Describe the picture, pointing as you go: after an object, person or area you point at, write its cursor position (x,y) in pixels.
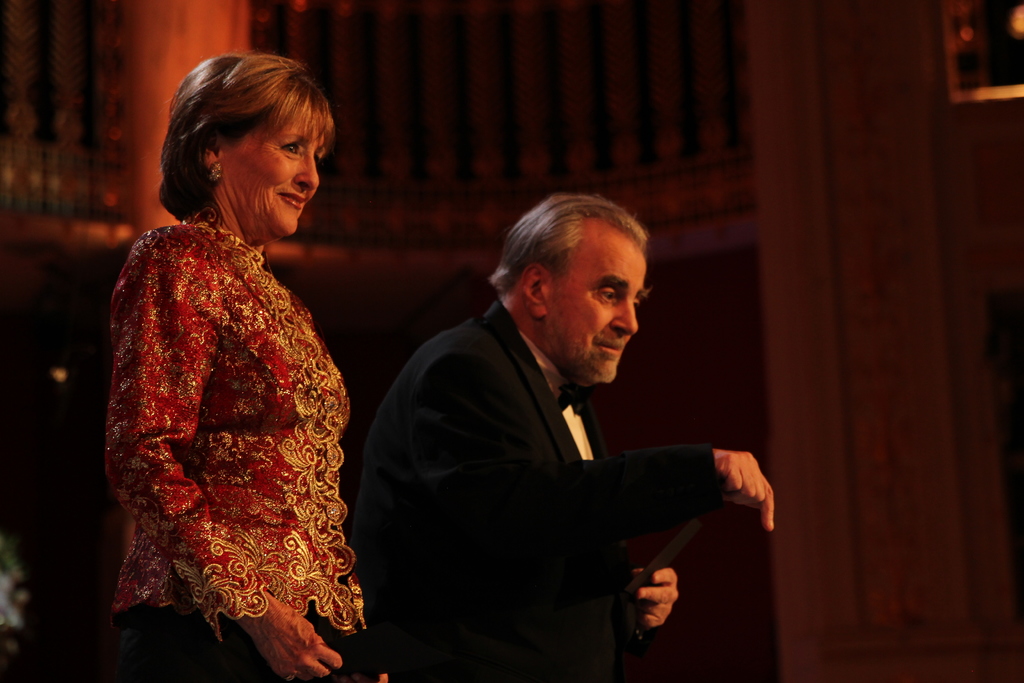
In the picture I can see two persons (555,414). There is a man (569,512) on the right side (754,473) is wearing a suit (485,484) and he is indicating something with his right hand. I can see a woman (238,317) on the left side (316,367) and there is a smile on her face (244,205).
